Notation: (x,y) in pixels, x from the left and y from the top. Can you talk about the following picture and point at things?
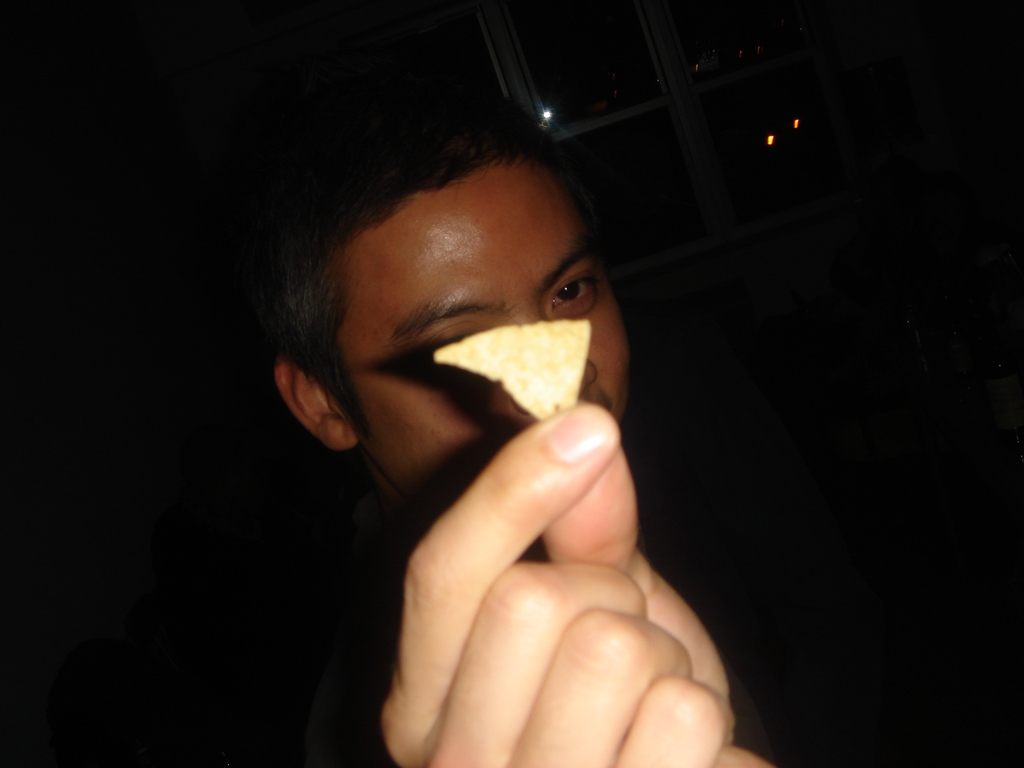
In this image there is a person (513,472) holding an object (536,356) in his hand (516,491). The background (37,107) is dark.
